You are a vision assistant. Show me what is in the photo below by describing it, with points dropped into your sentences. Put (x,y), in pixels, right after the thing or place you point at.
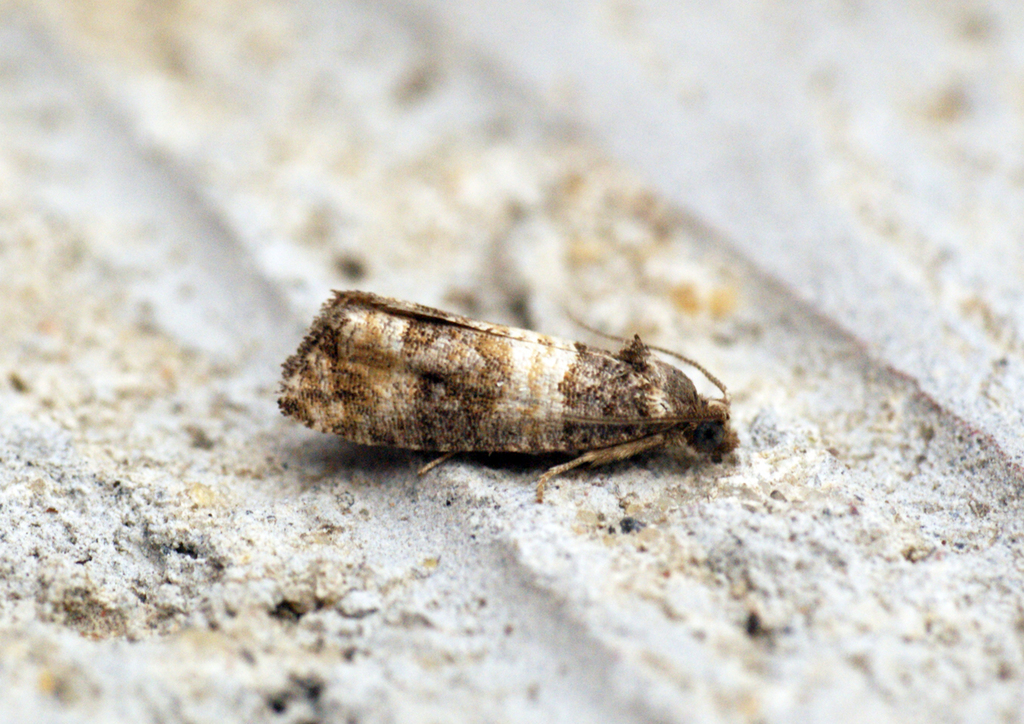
In this image there is an insect (481,401) on the ground (625,501).
